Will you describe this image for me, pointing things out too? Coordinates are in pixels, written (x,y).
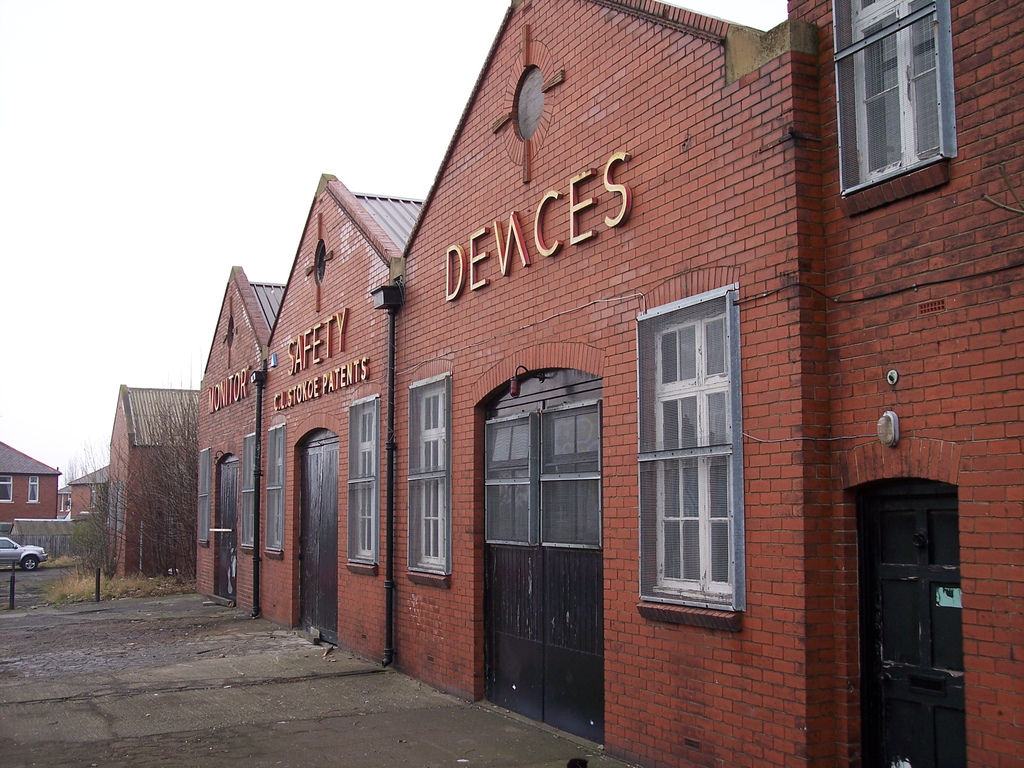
In this image we can see few houses (621,485) with doors (580,571) and windows (687,321) and there is some text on the wall (383,437) and we can see few trees (156,485). There is a vehicle (33,547) on the left side of the image (19,550) and at the top (218,61) we can see the sky (460,32).
